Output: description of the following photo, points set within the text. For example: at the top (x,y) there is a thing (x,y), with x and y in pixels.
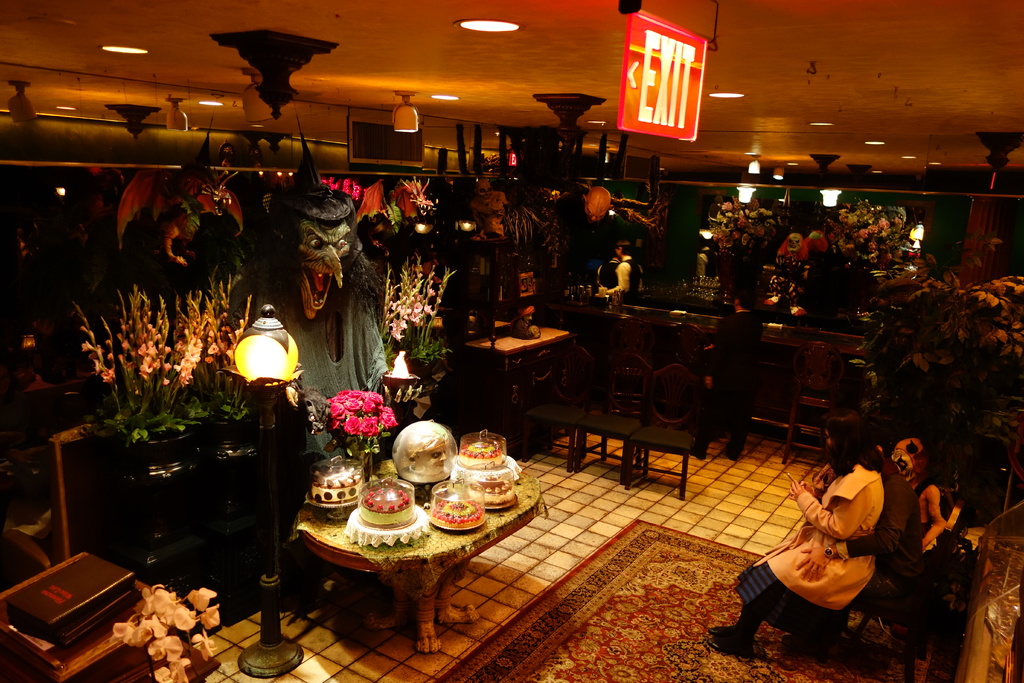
As we can see in the image there on the right side (874,541) there are two people (874,541) sitting on bench (914,619) and there a statue (899,449). There are few plants (898,282) here and there. On the left side (62,609) there is a book (77,567), a table (348,564). On table (367,550) there are some cakes (334,479) and bouquet (356,426). There is a light (262,359) over here and there are some few statues (331,245).
